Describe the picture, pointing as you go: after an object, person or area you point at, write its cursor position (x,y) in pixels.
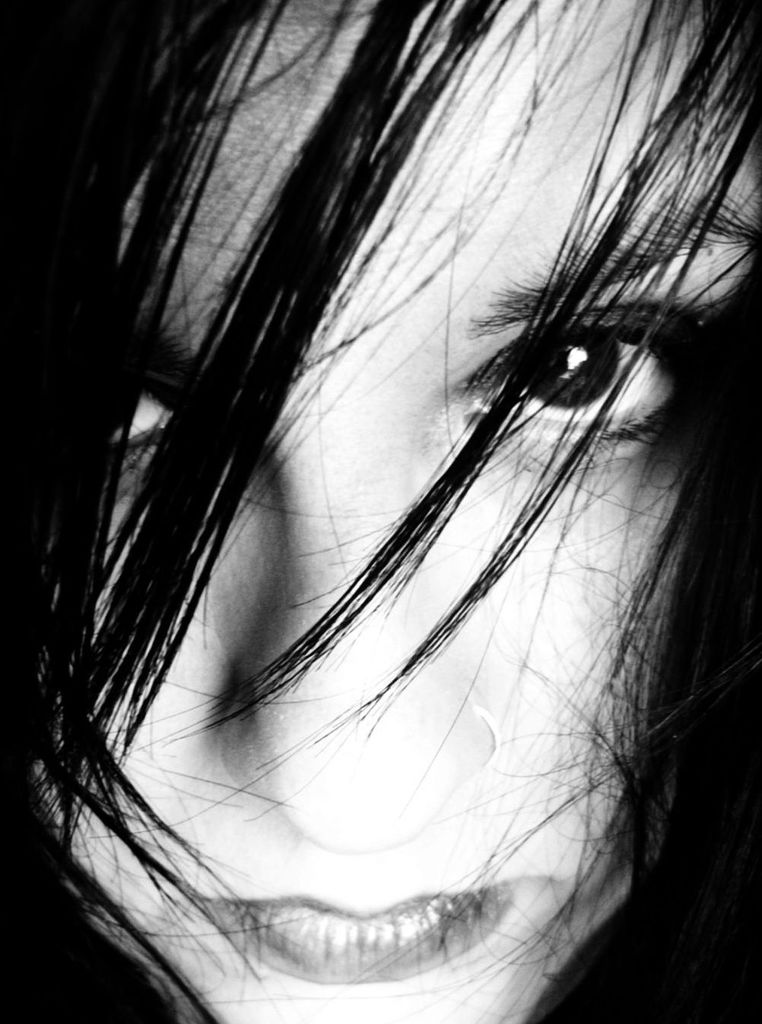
In the center of the image (280,487) there is a woman (651,625).
